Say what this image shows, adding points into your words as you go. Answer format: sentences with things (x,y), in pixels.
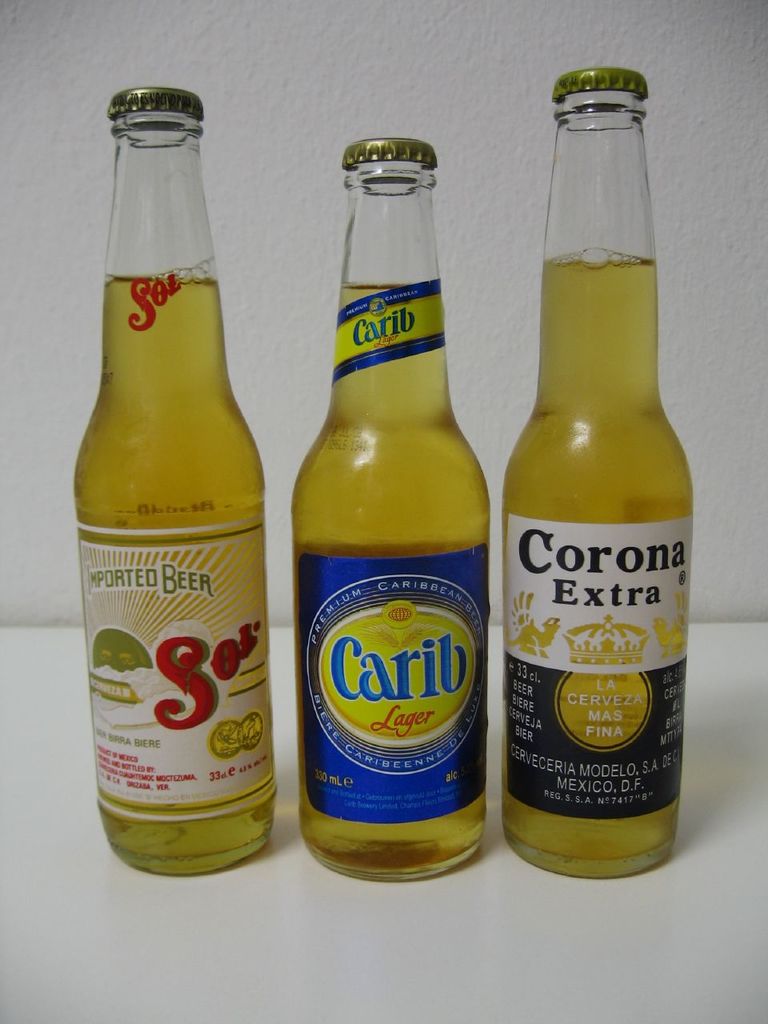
There are three bottles (576,614), none of them are opened. The liquid (387,426) inside the bottles (592,372) are yellow in color. All the three are labelled and text (613,712) written on it.
